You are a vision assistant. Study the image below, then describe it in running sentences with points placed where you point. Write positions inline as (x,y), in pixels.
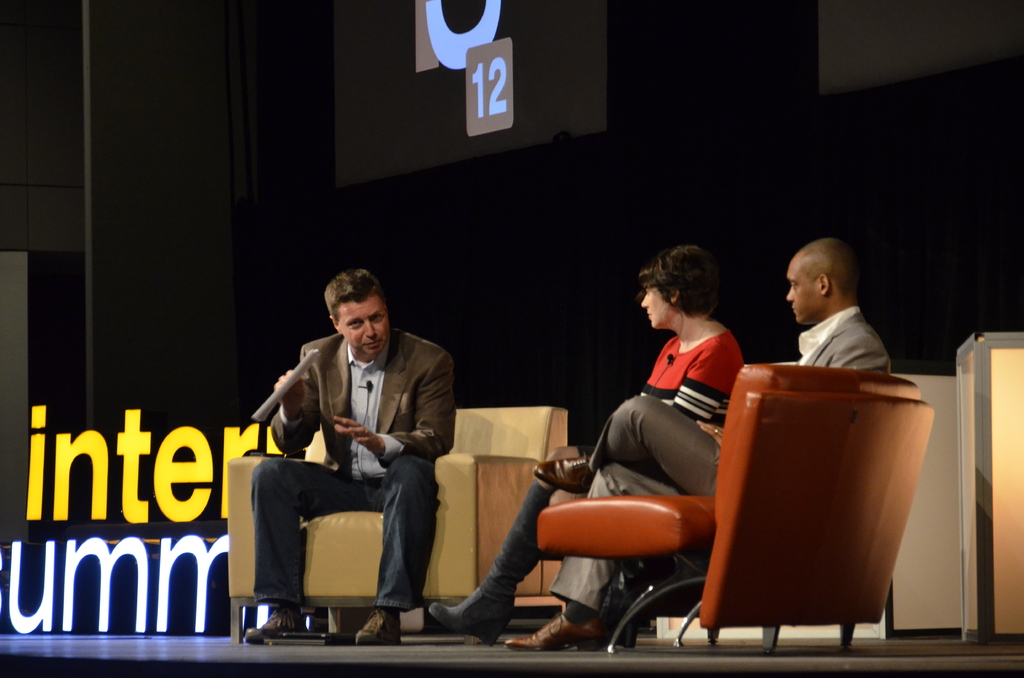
In the given image we can see that there are three persons (415,468) sitting on sofa (564,430). Right side (694,378) there are two persons (710,394) and left side (312,477) there is one person (342,471).
